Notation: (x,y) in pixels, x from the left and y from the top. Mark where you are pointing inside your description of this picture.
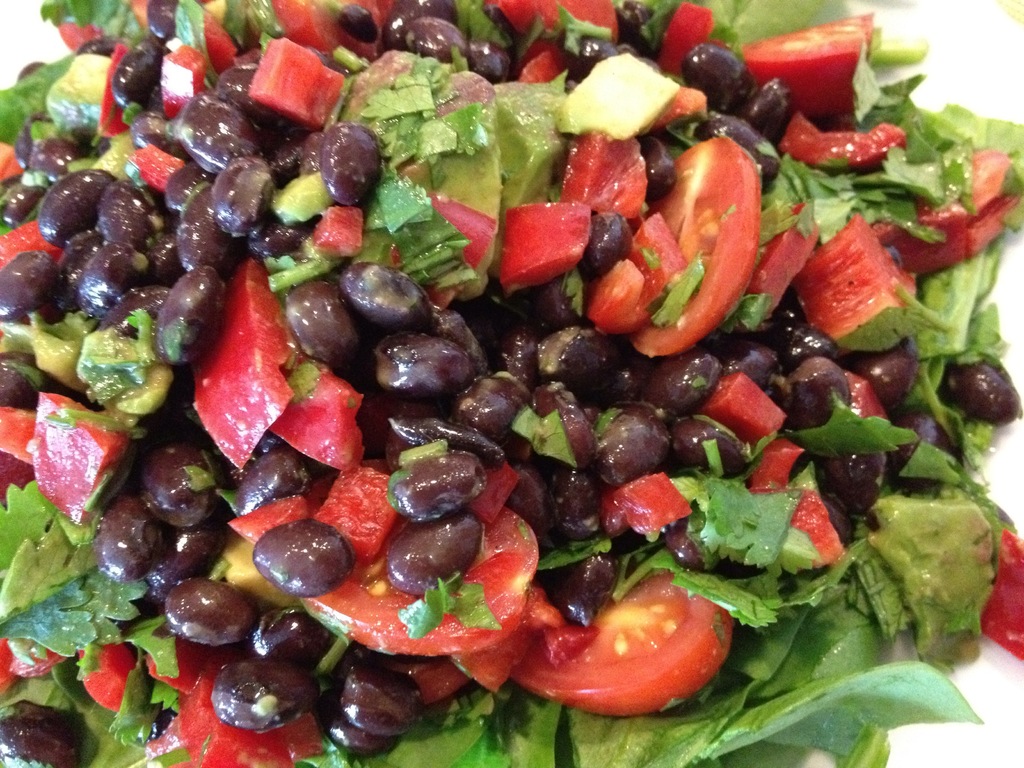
In the center of the image (520,460) we can see some food items (630,402), in which we can see tomato slices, leafy vegetables (560,424) etc.
